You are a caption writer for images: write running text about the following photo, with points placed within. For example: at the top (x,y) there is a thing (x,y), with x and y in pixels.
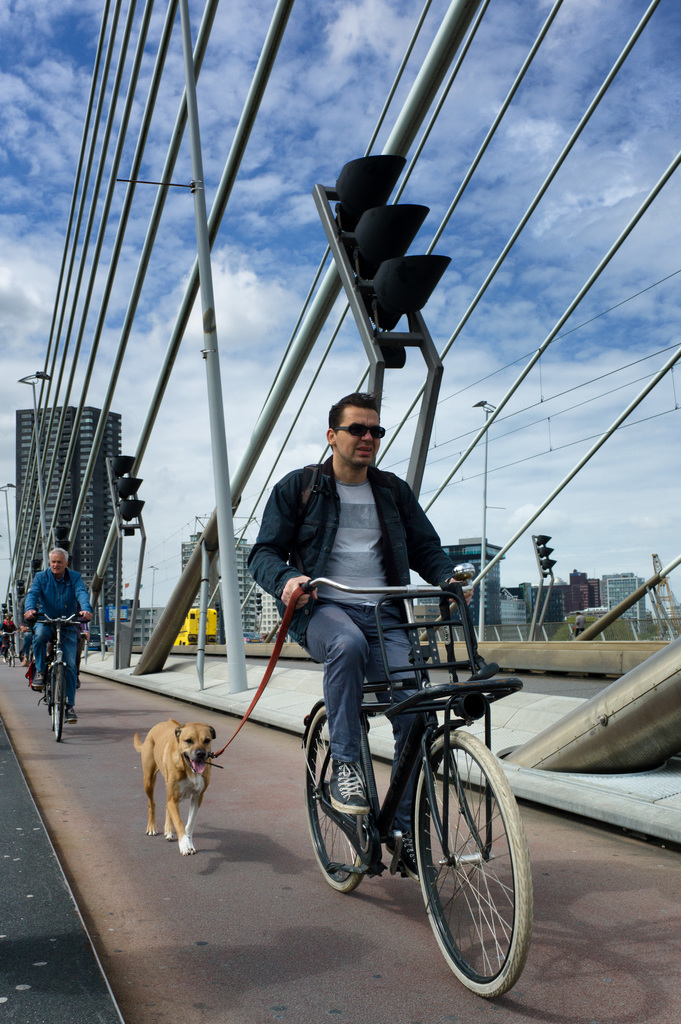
there is a person (371,510) riding bicycle (470,858), holding a belt (280,645) of the dog (181,757). behind him there are other people (36,631) riding bicycles (71,618). at the back (99,472) there are buildings (99,472).
